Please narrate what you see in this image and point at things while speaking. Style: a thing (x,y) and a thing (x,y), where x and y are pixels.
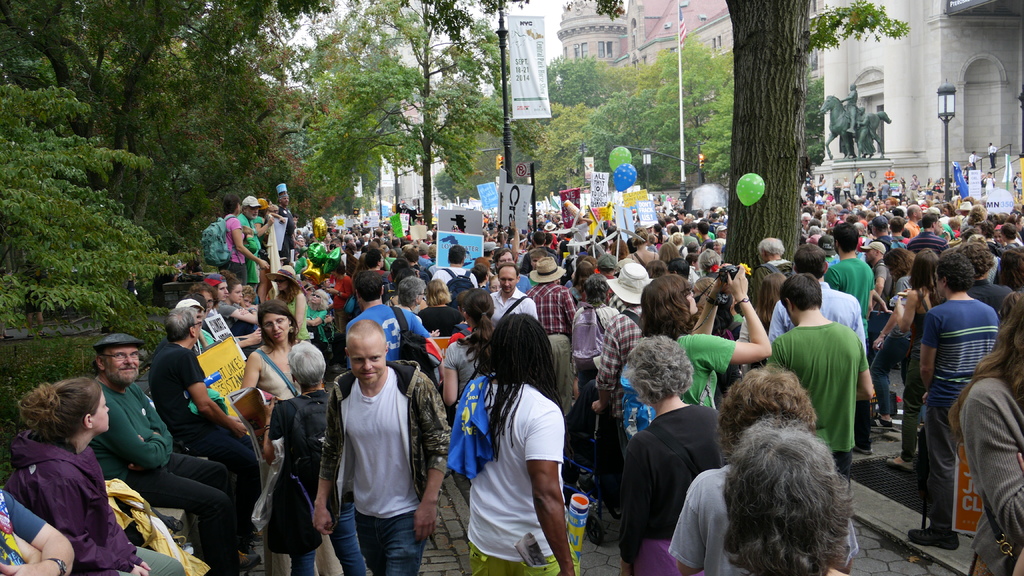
At the bottom of the image (197,428) we can see crowd (575,280). There are balloons (616,182) and we can see boards (474,236). There are poles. In the background (373,202) there are trees (638,106), buildings (1016,124), statue (836,128) and sky (469,3).
